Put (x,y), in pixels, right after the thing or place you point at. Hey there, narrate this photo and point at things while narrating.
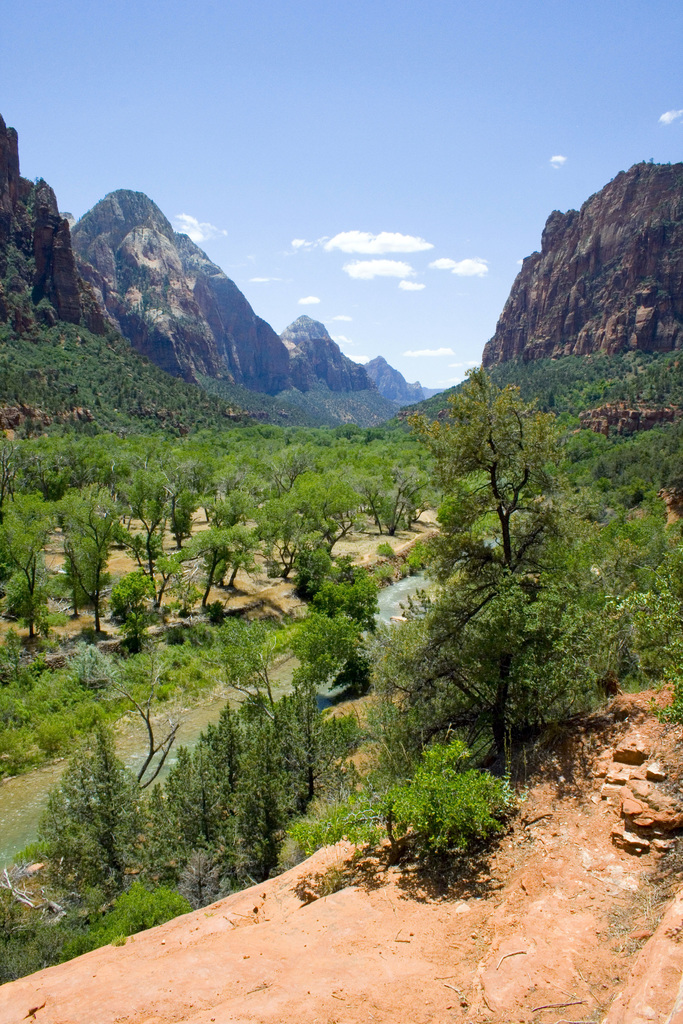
In this image we can see some trees (372,629), water (160,774) and in the background of the image (275,414) there are some mountains (169,419) and clear sky (339,149).
